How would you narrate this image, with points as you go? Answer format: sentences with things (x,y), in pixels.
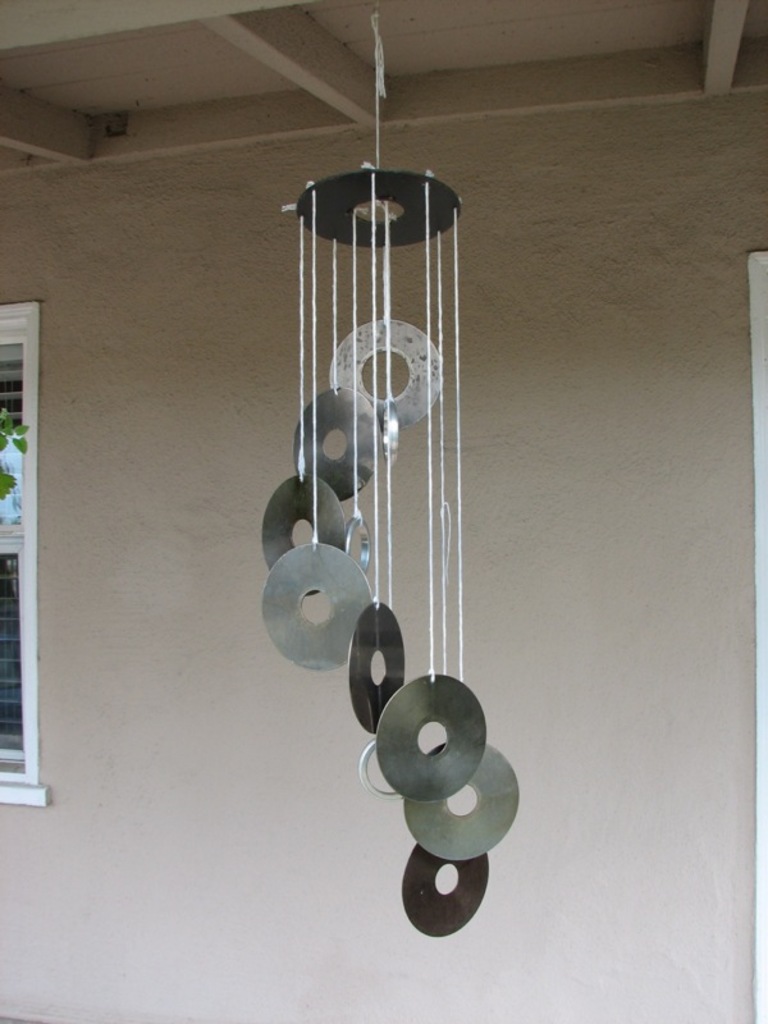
In this picture we can observe a wind chime (326,539) hanging to the ceiling (352,80). We can observe a window (10,626) on the left side (10,566). In the background (195,665) there is a wall (637,450).
